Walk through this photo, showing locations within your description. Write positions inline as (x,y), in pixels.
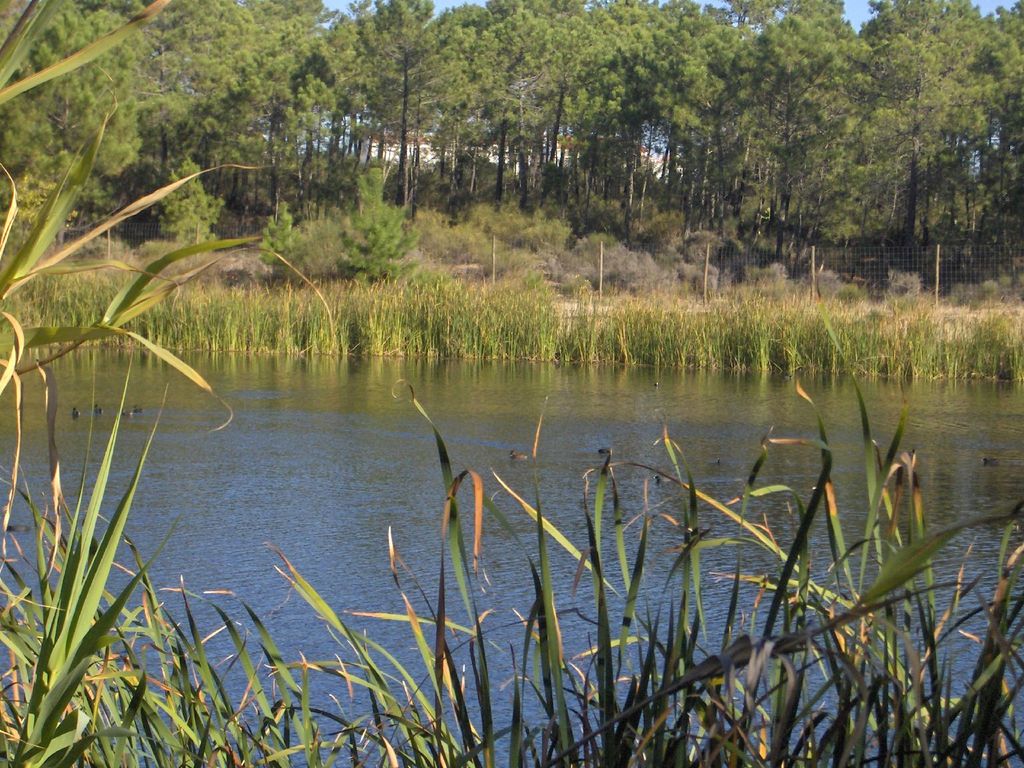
In this picture there is water (620,491) in the center of the image (570,420) and there are grassland (429,287) and trees (427,207) at the top side of the image (614,222), there is grassland (95,680) at the bottom side of the image (103,556).
